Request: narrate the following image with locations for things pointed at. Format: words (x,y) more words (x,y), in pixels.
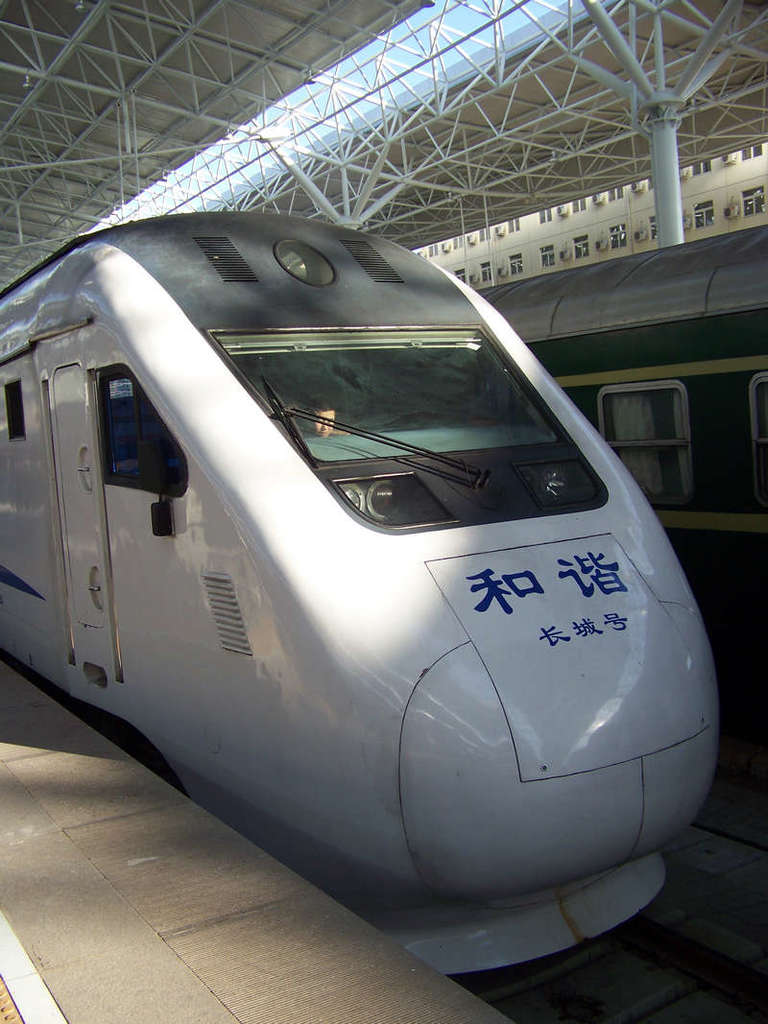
In this image there is a train (508,828). There is text (572,574) on the train (552,600). There is a person (333,412) inside the train (306,416). In the bottom left (155,893) there is a platform (77,873). Behind the train (505,843) there is another train (631,307). At the top (258,59) there are metal rods (254,72) to the ceiling (219,111). In the background (576,213) there is a building (576,213).
